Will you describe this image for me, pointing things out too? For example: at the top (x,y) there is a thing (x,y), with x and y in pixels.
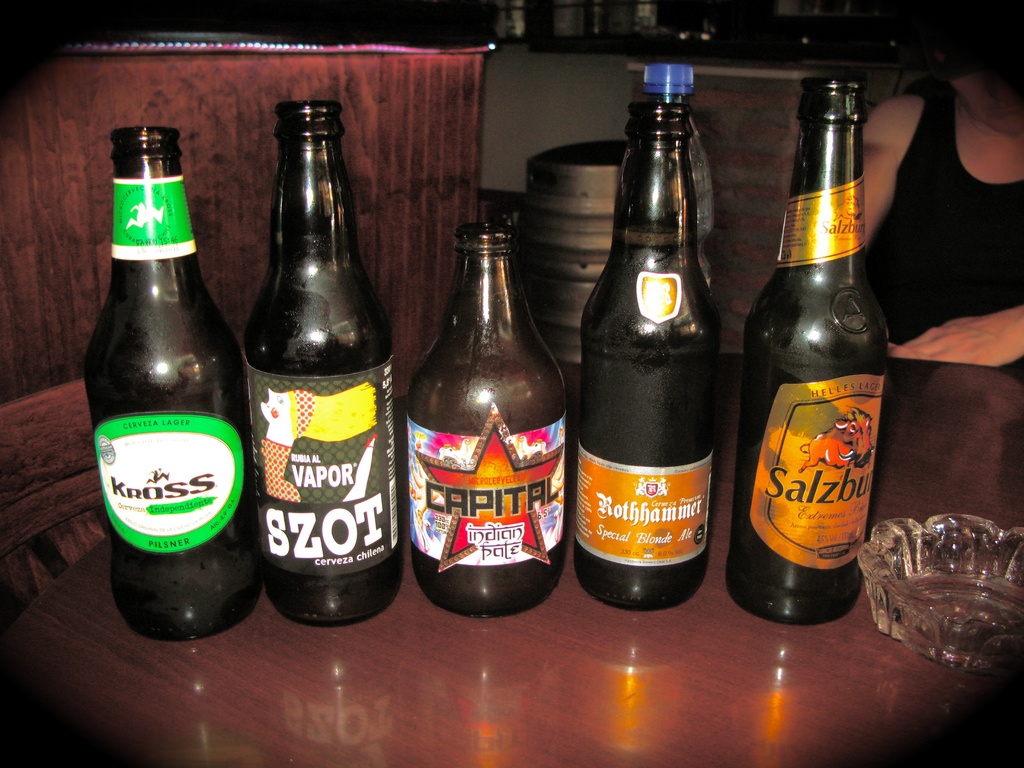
In this image we can see five bottles (251,519) with labels (340,519) on it and an ashtray (969,584) placed on the table (679,667). In the background (892,200) we can see a person (918,218).
